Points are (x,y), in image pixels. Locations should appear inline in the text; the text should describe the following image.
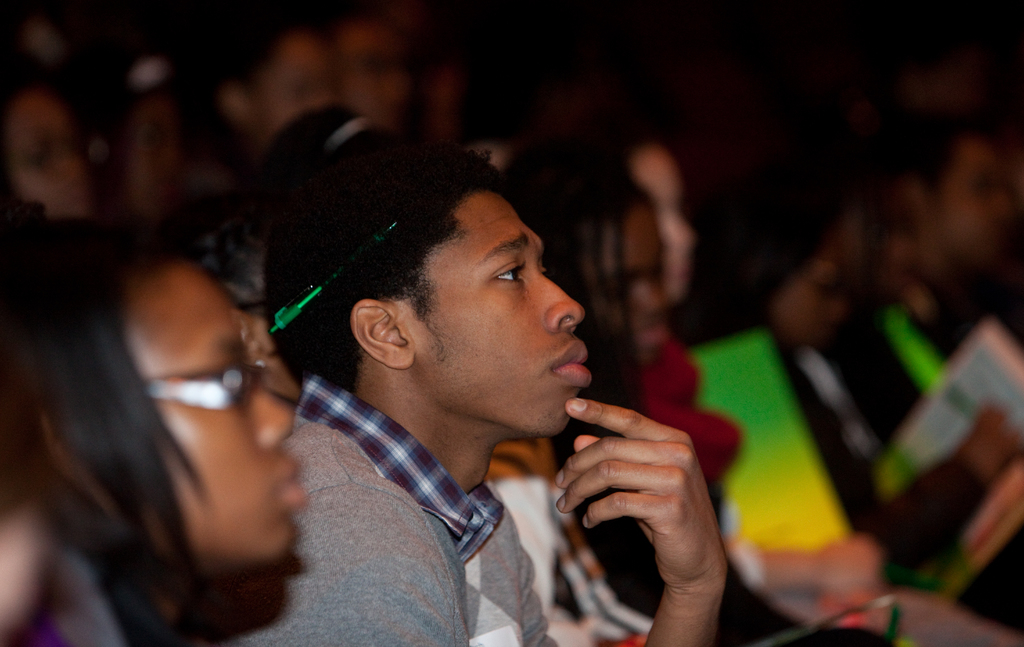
This picture shows few people (454,392) seated and we see few of them holding books (797,446).
